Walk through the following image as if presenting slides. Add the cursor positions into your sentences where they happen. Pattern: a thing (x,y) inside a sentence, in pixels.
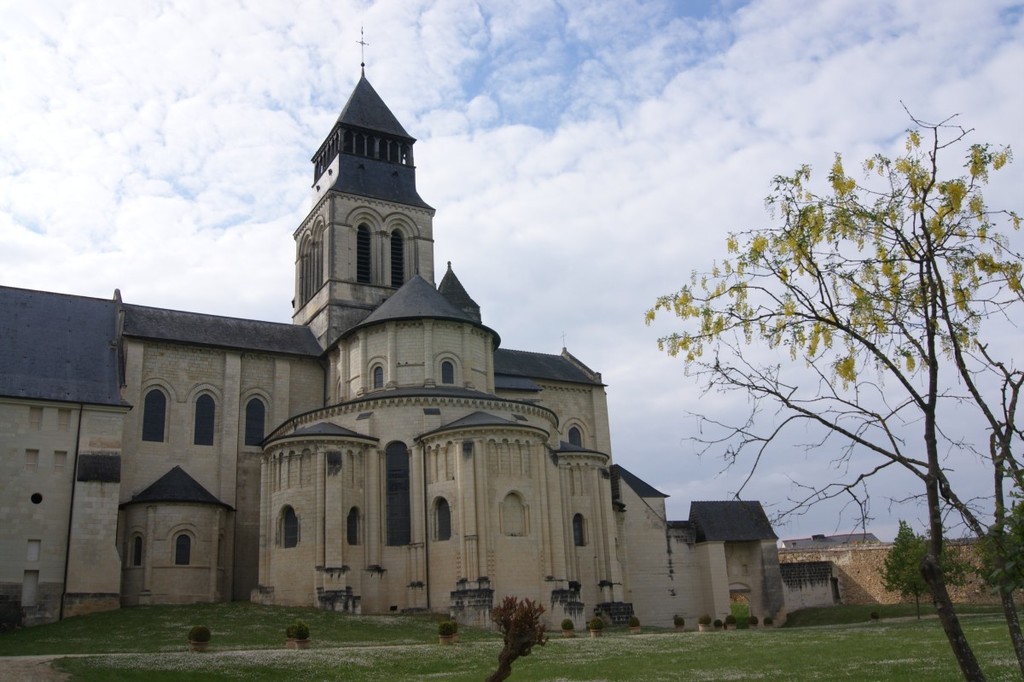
In this image we can see a building (568,500) with a group of windows (211,425) on it. In the background (170,38), we can see a group of trees (502,677) and a cloudy sky (593,119).
